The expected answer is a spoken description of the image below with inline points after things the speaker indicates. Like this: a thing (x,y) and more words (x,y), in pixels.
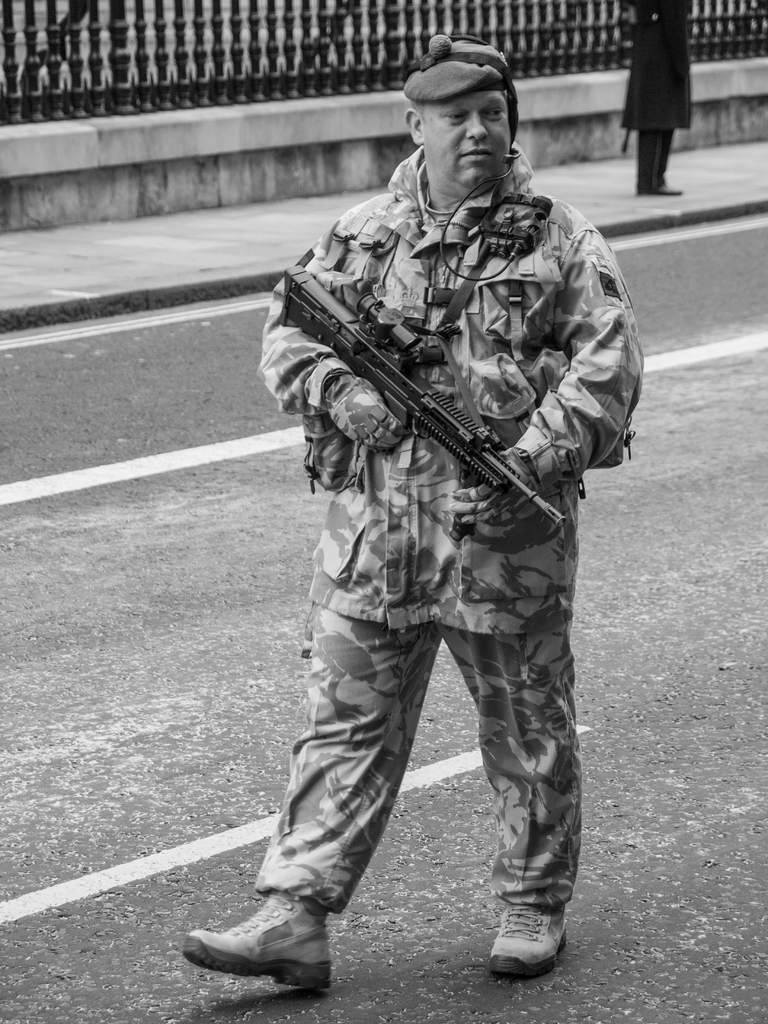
In this picture there is a soldier (510,263) in the center of the image (380,548), by holding a gun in his hand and there is another person (669,138) and a boundary (409,50) at the top side of the image (529,79).
